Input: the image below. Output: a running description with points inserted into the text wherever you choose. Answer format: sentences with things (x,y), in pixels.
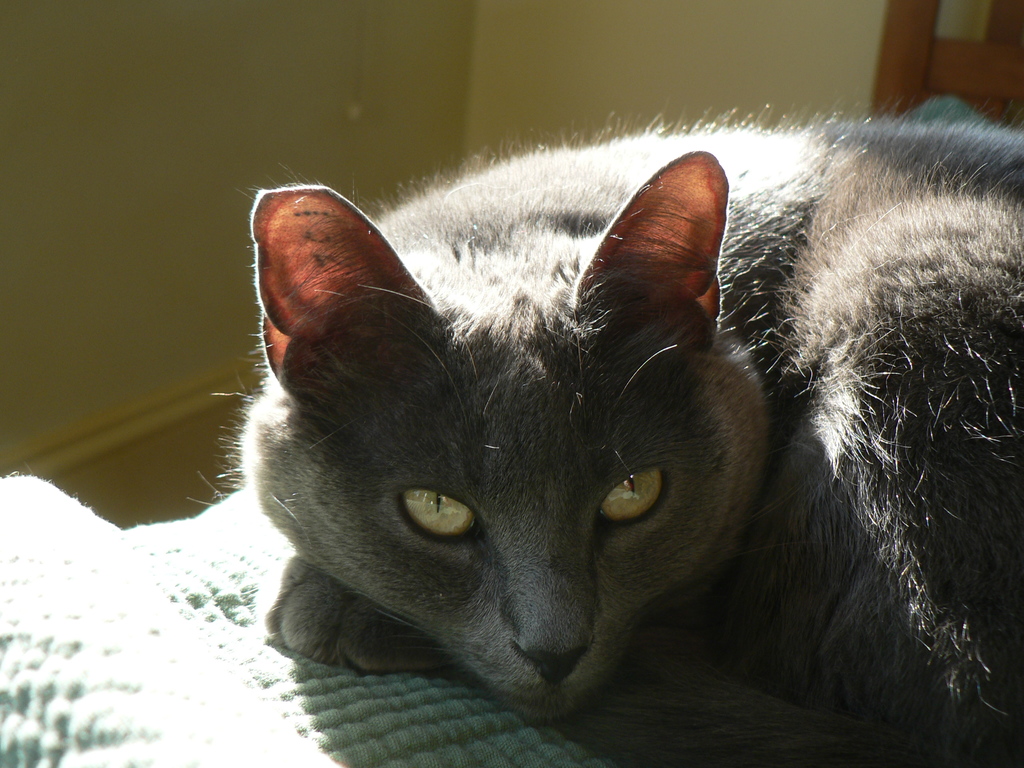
This picture shows a black color cat (644,535) and we see a cloth (158,617) and a Wall (462,36).
